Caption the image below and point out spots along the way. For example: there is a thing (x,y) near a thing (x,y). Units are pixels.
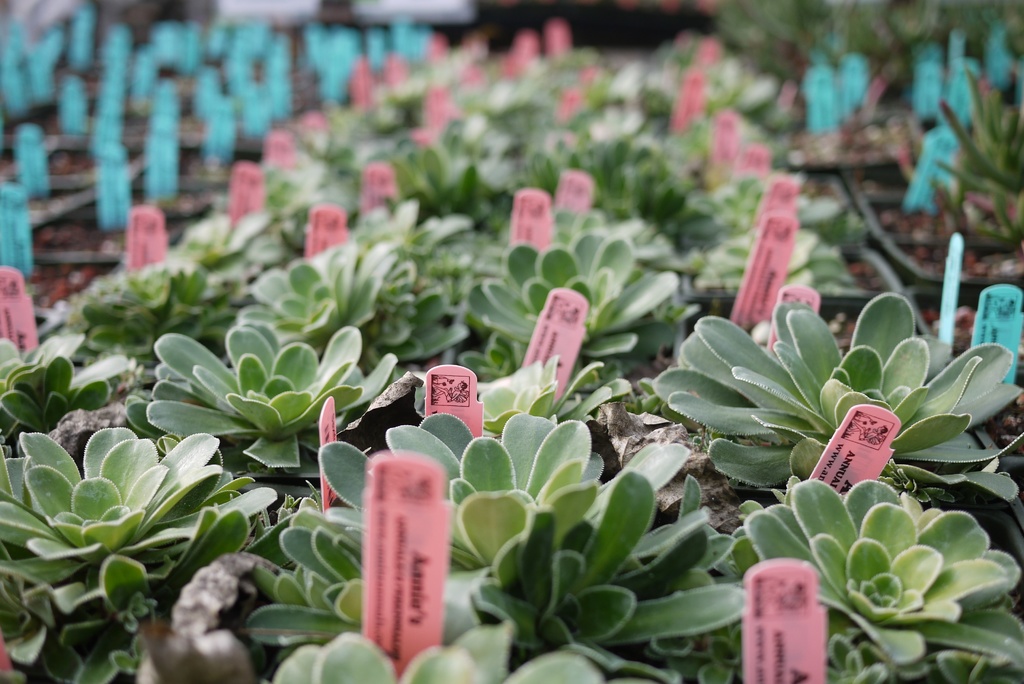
In this picture we can see few plants (361,244) and tags (201,97).
